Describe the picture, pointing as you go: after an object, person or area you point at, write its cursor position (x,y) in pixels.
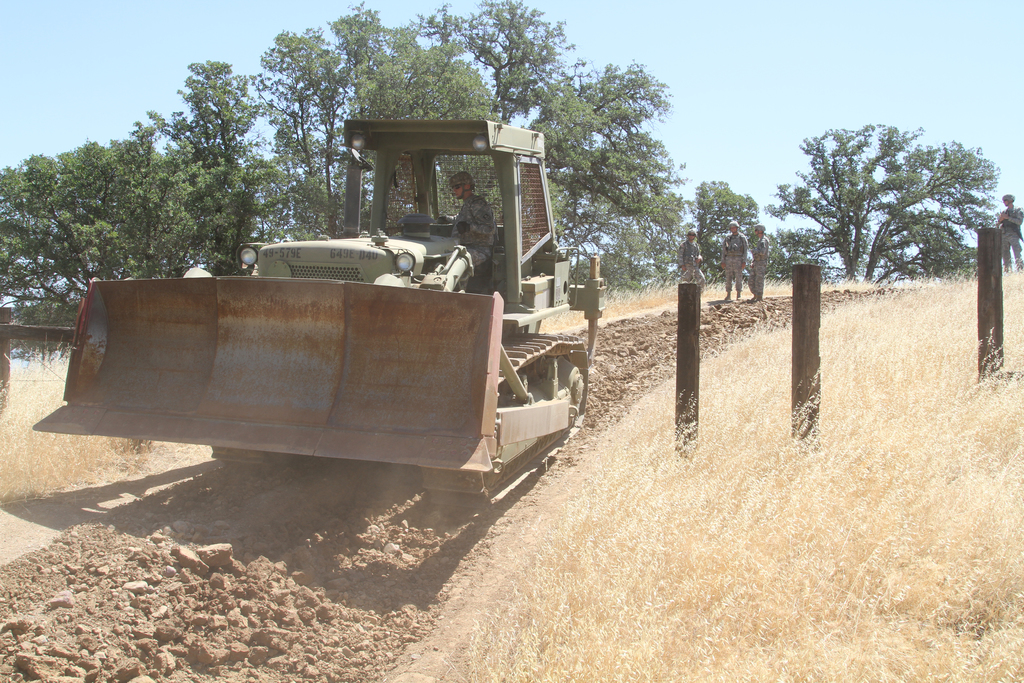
In the picture I can see a person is sitting in a vehicle (433,335). In the background (682,252) I can see people (726,256) standing on the ground (707,296), poles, trees (705,235), and the grass (616,481). In the background (690,89) I can see the sky (693,109).
